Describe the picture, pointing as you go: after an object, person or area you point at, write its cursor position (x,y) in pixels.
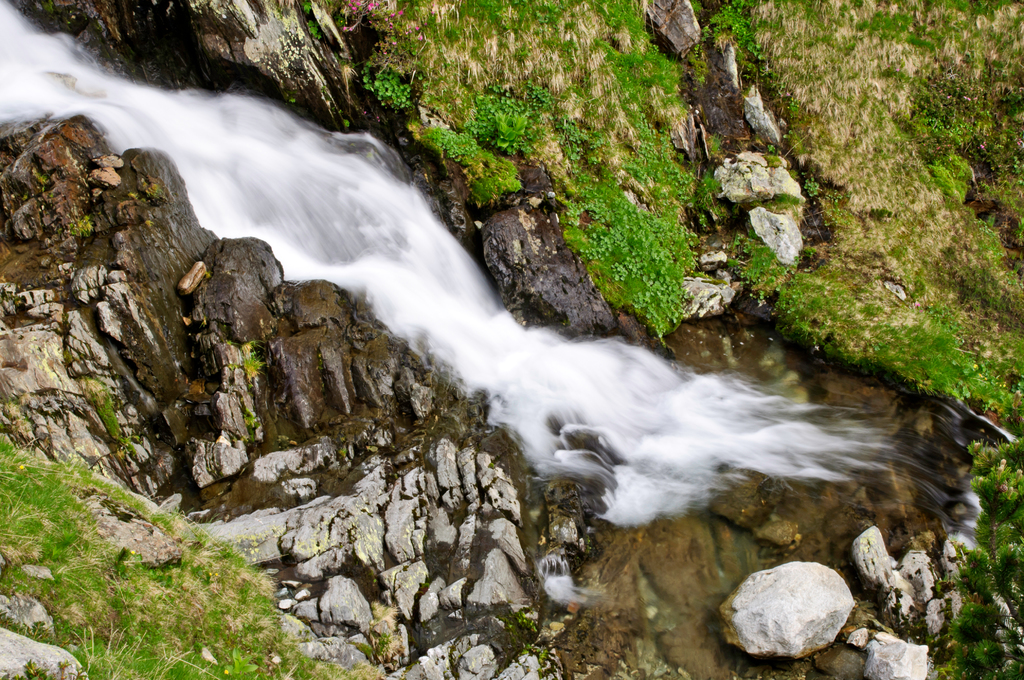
In this image I can see water (402,196) in the centre (507,377) and on the both sides of it I can see number of stones (441,620) and grass (514,65).
